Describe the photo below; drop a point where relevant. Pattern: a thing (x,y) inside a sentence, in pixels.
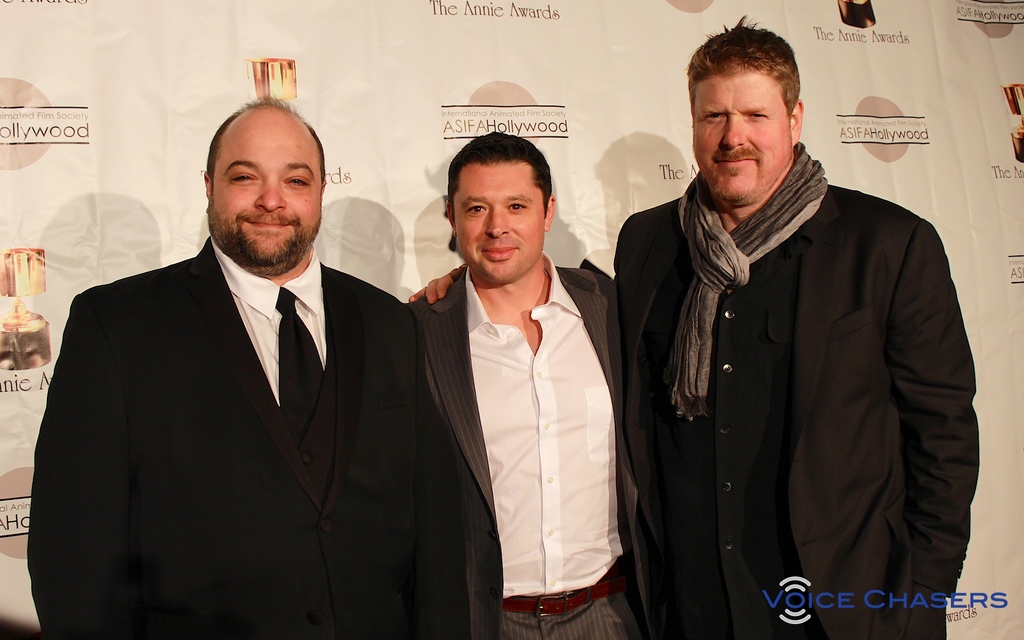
In this picture there are three persons (504,334) standing and smiling. At the back (112,152) there is a hoarding (368,90) and there is a text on the hoarding (358,168) and there are shadows (97,221) of the three persons (443,343) on the hoarding (425,240). In the bottom right (766,590) there is a text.
